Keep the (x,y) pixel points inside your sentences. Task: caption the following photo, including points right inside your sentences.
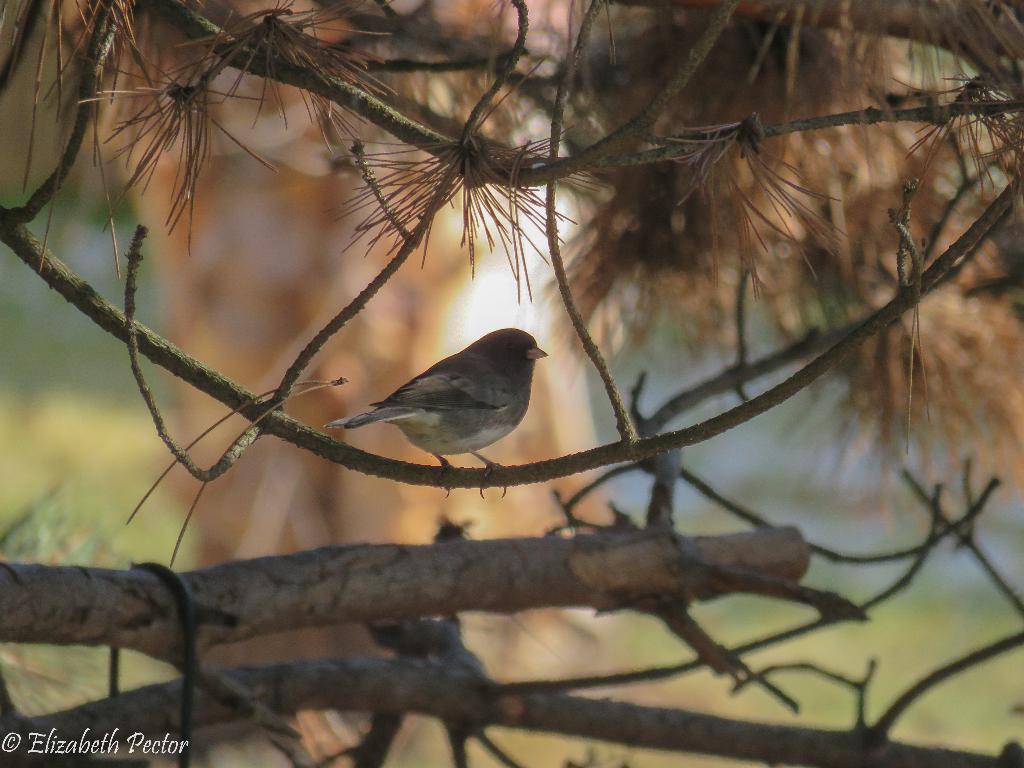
This image is taken outdoors. In the background (907,609) there is a ground (930,646) with grass (954,649) on it and there is a tree (413,255). In the middle of the image (508,349) there is a bird (445,386) on the stem (513,478).
